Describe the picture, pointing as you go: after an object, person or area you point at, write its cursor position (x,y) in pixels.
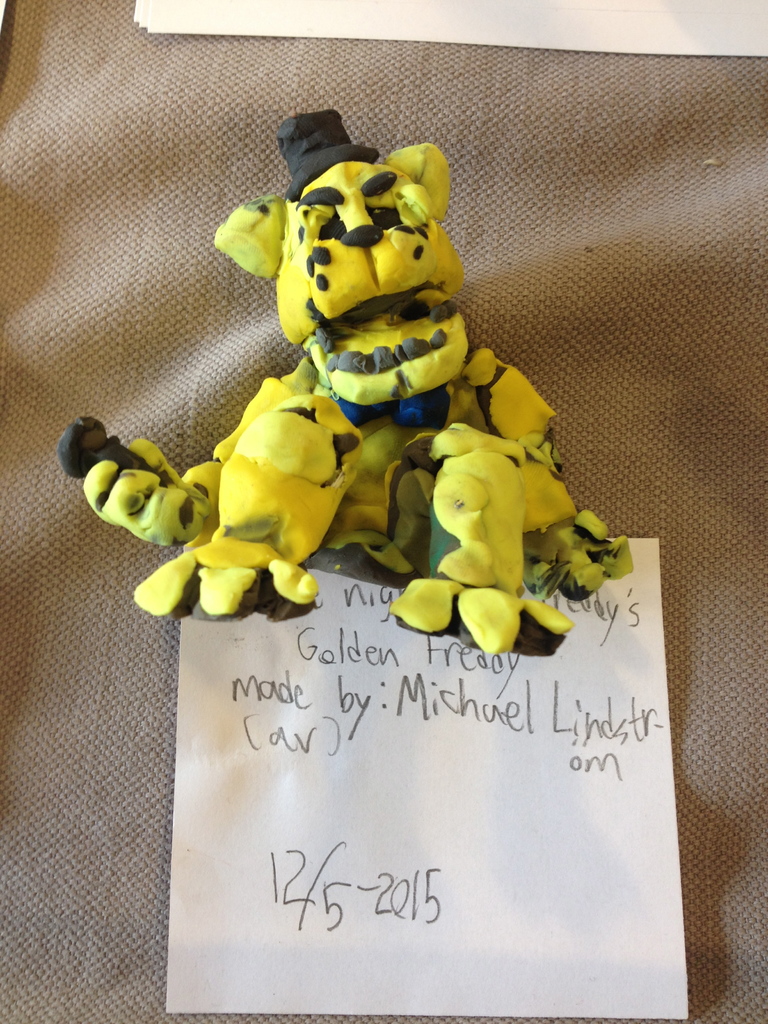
In this image I can see a toy animal (234,472) and the animal (307,511) is in yellow and black color. In front (569,834) I can see a paper (335,740) in white color and the paper (277,763) is on the cream color surface (89,795).
